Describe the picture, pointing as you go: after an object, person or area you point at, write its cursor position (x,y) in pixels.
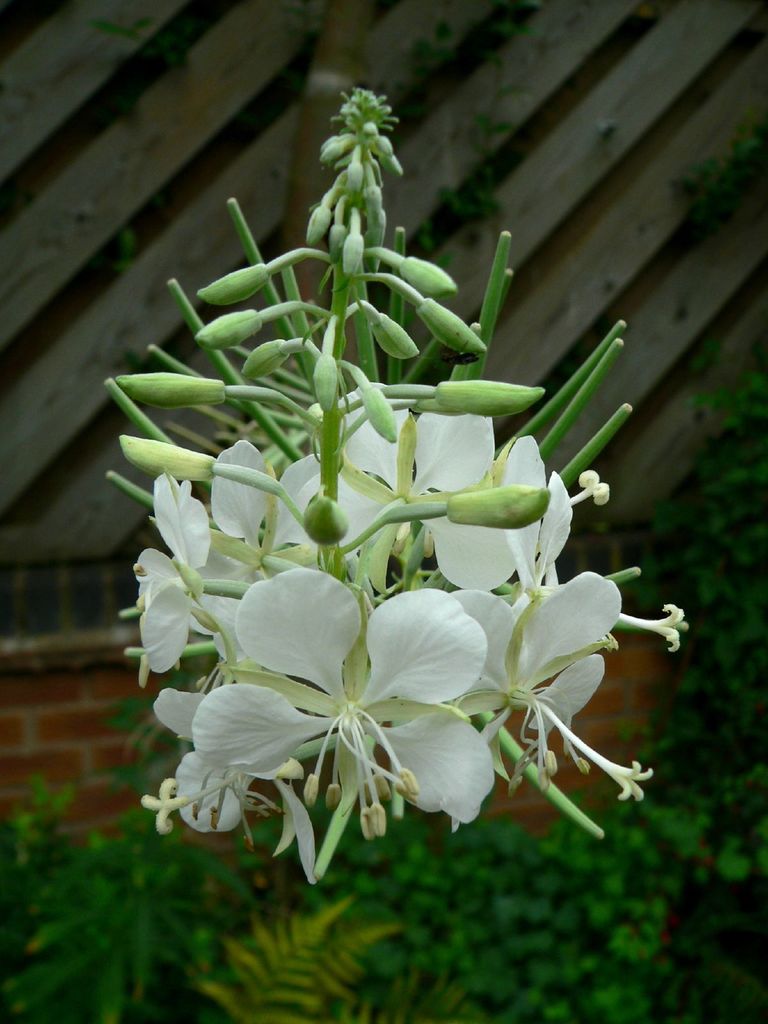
In this image there is a plant (300,854) to that plant (324,322) there are flowers (403,645) and buds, in the background (37,44) there is a wooden wall (660,395).
